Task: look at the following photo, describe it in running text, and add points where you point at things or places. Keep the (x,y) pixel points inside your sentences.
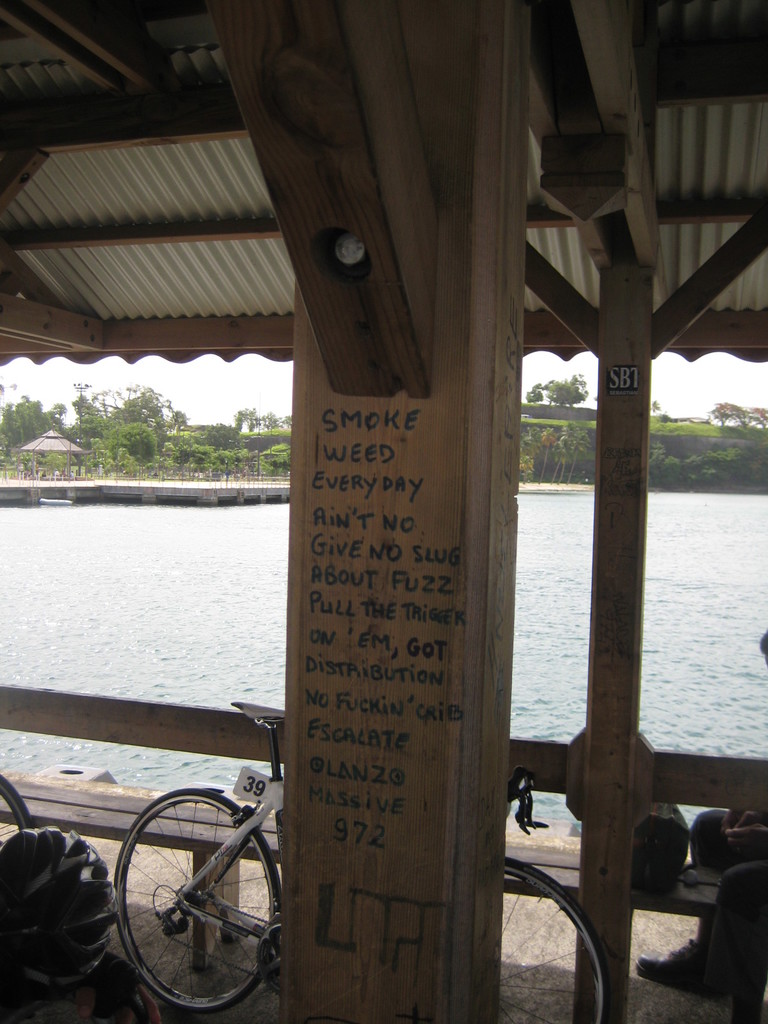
In the center of the image (333,437) there is a pillar (436,570) with some text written on it. In the background of the image (572,395) there are trees (567,452). There is water (678,604). There is a bicycle (144,958). At the top of the image (679,274) there is a shed (114,159).
